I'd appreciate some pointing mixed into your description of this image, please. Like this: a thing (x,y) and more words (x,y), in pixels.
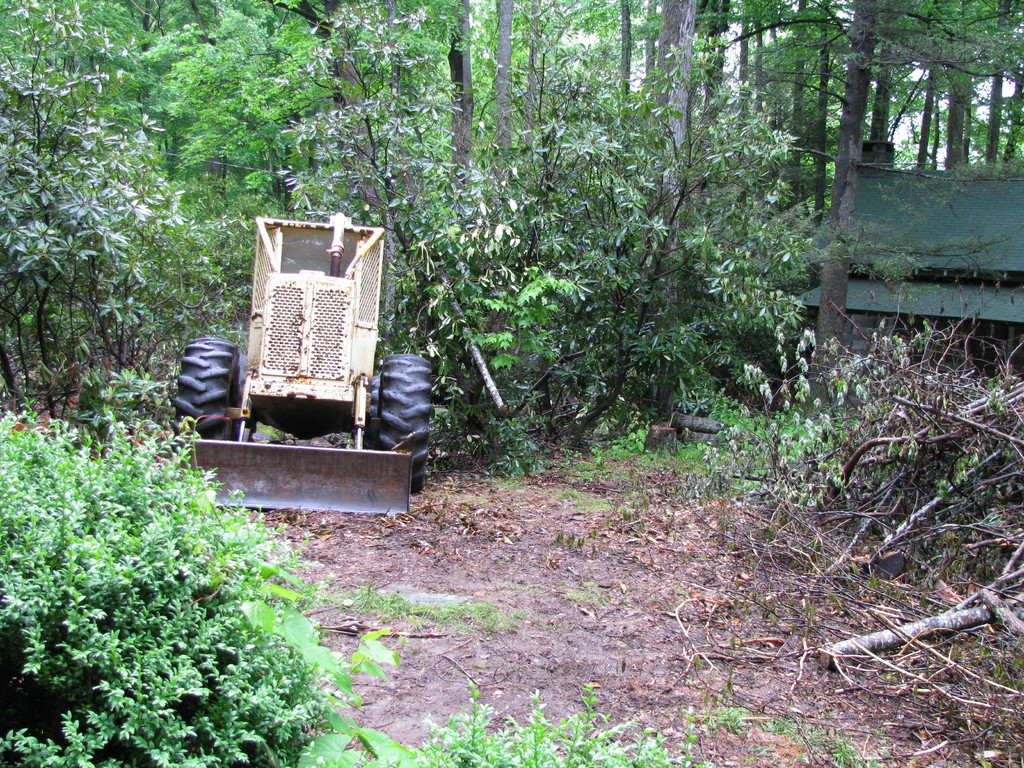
In this image there are plants (191,715) and trees (81,328) and there is a vehicle (326,393).
